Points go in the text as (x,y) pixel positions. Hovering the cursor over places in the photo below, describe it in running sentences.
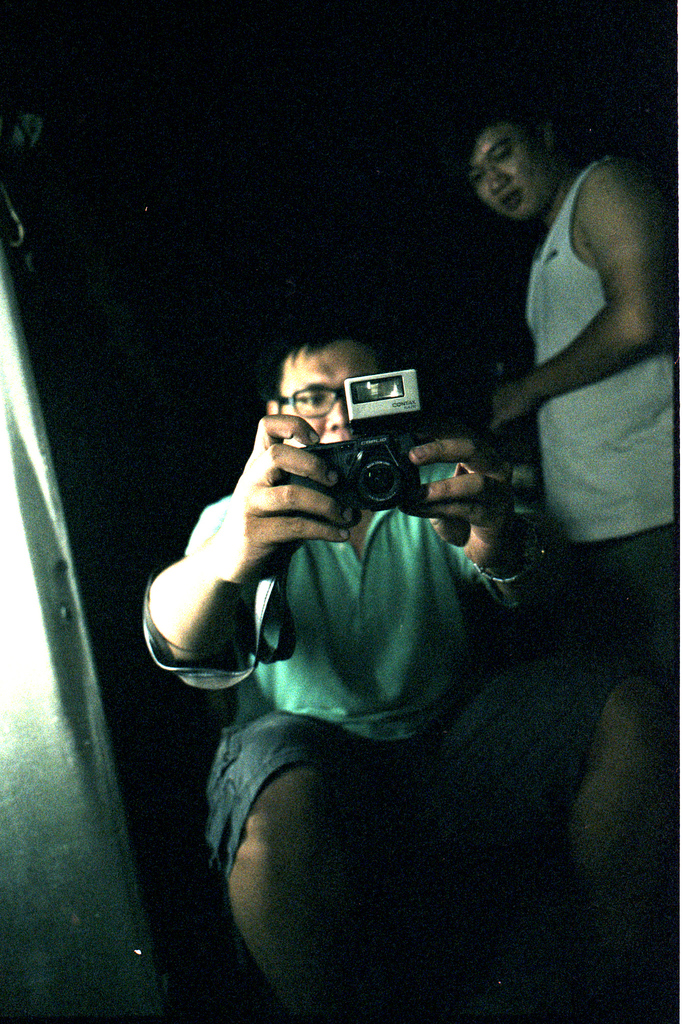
This picture is clicked inside the room (223,160). There are two men (465,582) in this room (519,282). Man (327,626) in the middle of the picture (333,608) wearing green shirt (354,614) is holding camera (393,497) in his hands (304,528) and taking picture in it. Man (639,559) on the right corner of the picture (573,305) is wearing white t-shirt (556,313) and he is looking into the camera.
